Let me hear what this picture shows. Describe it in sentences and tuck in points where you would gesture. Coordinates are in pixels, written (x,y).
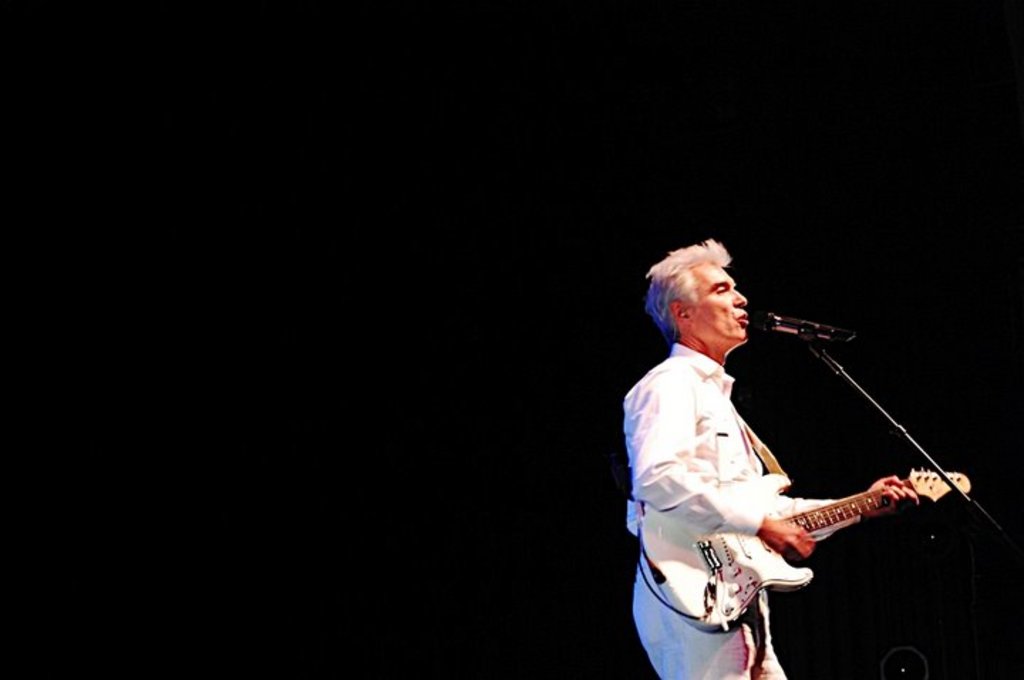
In this image I can see a man (684,419) standing holding a guitar (708,535). There is a mic (806,325) and a stand (971,499).
